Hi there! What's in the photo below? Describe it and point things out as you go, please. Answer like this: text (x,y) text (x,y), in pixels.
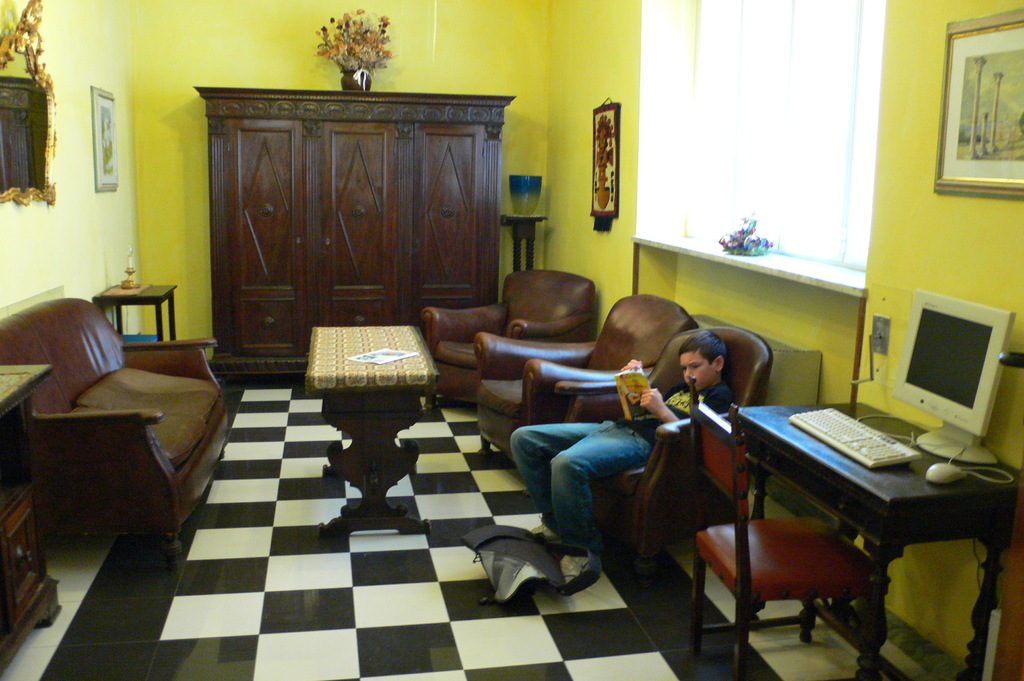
In this image I can see boy (631,456) sitting on a chair (657,432) on the floor (392,619). I can also see there is a cupboard (382,320), a table (401,368), a computer (857,424) and window (828,180).
